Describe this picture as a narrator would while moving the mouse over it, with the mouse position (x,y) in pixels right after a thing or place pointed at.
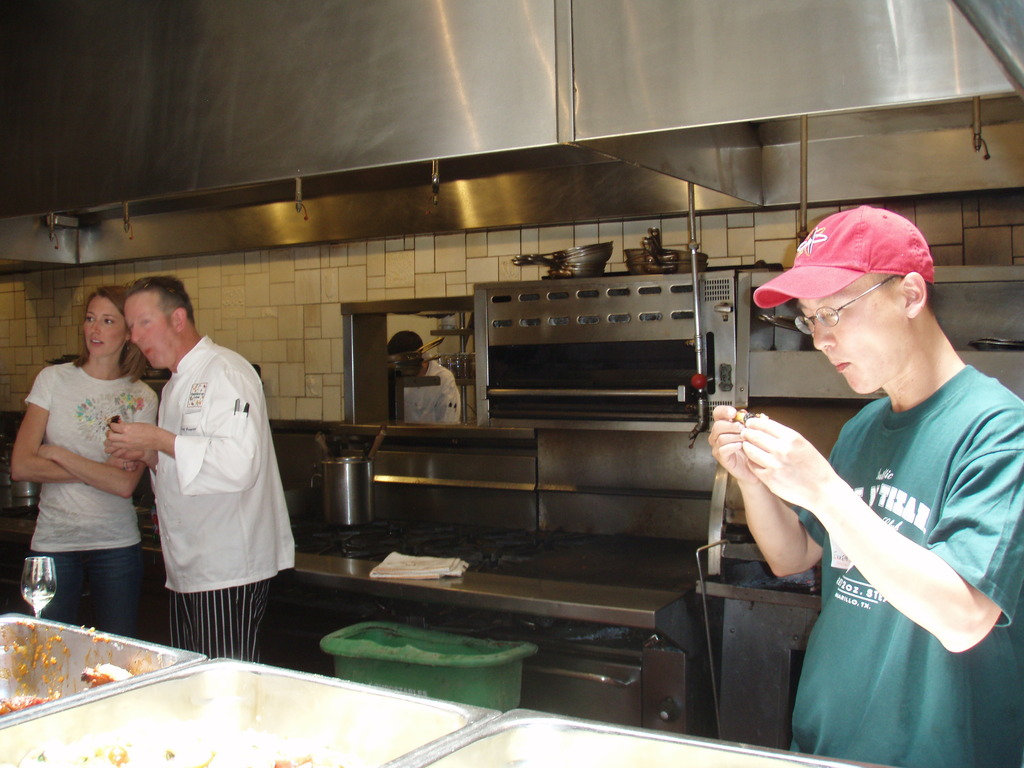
This image is taken in the kitchen (288,581). In this image we can see the vessels (298,686) with food items (163,765). On the left (164,427) there is a man (164,427) and a woman (86,460) standing. On the right (829,470) there is a person (848,438) holding an object (765,420) and wearing the cap (837,245). In the background (329,546), we can see the kitchen counter top (534,574), a hand towel (406,574), green color bin (461,656) and also some objects (697,267). We can also see the person (434,367). At the top (326,68) we can see the steel rack (483,95).
